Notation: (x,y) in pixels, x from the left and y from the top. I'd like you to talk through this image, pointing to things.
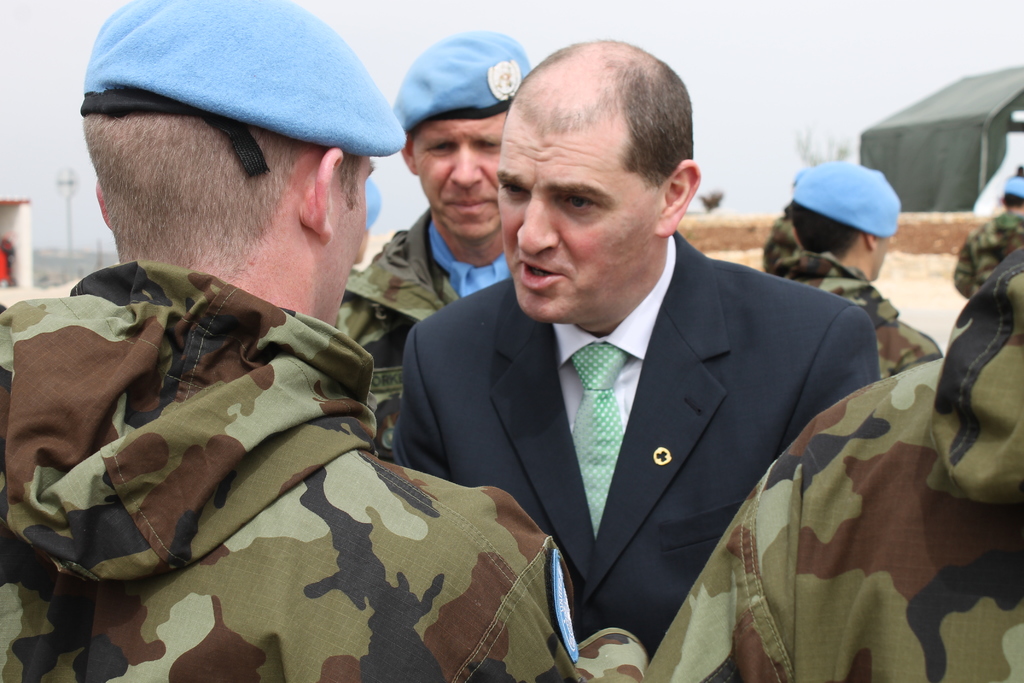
In this image, we can see people (327,265) and some of them are wearing caps (295,69). In the background (968,128), we can see sheds (954,130) and poles (62,175). At the top (876,34), there is sky (876,34).
